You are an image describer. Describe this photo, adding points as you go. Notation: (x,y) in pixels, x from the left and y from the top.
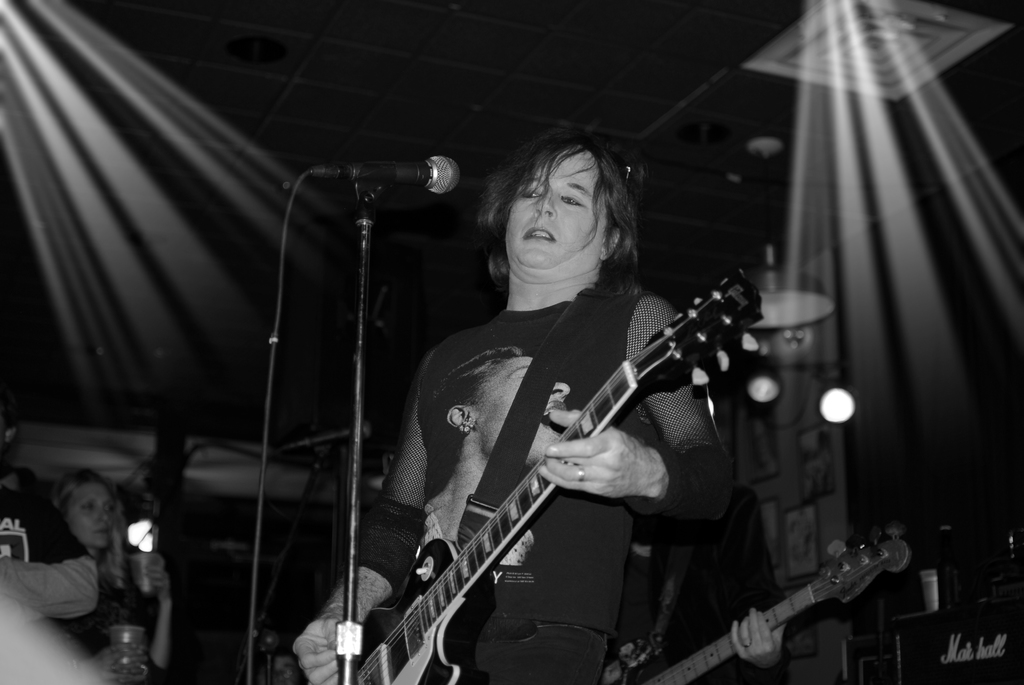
This is a black and white picture. There are two people (548,480) standing and playing guitar (434,633). This is the mic (352,179) attached to the mike stand (362,361). At the left corner of the image (17,553) I can see two people (59,568) standing. These are the show lights (851,320). I can see a black color object (926,636) with bottle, glass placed on it.
